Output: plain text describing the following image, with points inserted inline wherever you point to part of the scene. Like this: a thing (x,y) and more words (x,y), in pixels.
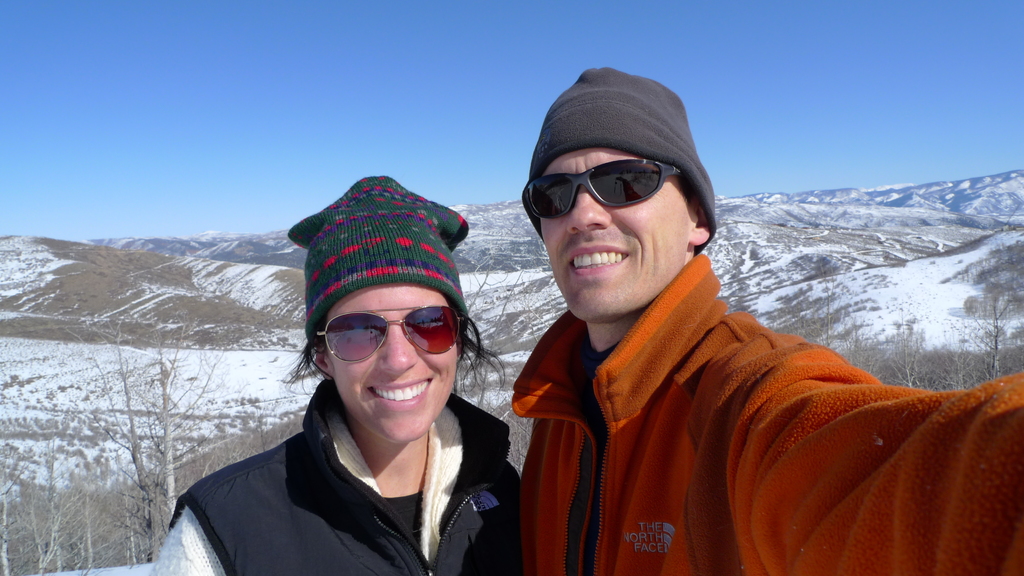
In this picture, there are two persons (545,222). One woman (384,452) and a man (615,335). Woman (479,450) is wearing a black jacket (492,440), goggles (428,329) and a cap (441,245). Man (555,385) is wearing an orange jacket (660,424), goggles (618,164) and a cap (561,119). Behind them, there are dried plants (521,433). In the background (230,292) there are hills (767,217) covered with the snow (956,244) and a sky (549,98).
